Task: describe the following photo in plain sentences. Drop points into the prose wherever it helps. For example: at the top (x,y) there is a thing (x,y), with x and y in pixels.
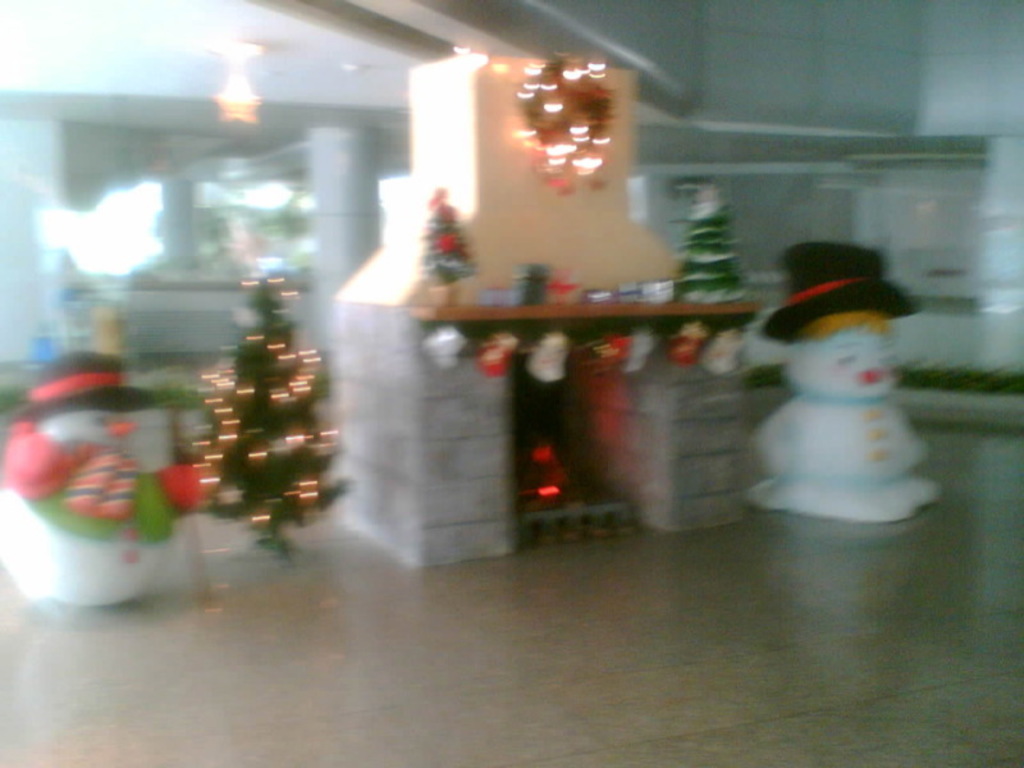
In the center of the image (410,438) we can see fireplace (535,431) and some toys (66,476), lights (599,109), christmas tree (255,442), dolls (69,431) are present. At the bottom of the image (608,702) floor (667,548) is there. At the top of the image (760,39) roof (769,34) is present. In the background of the image (907,119) wall (110,163) is there.
